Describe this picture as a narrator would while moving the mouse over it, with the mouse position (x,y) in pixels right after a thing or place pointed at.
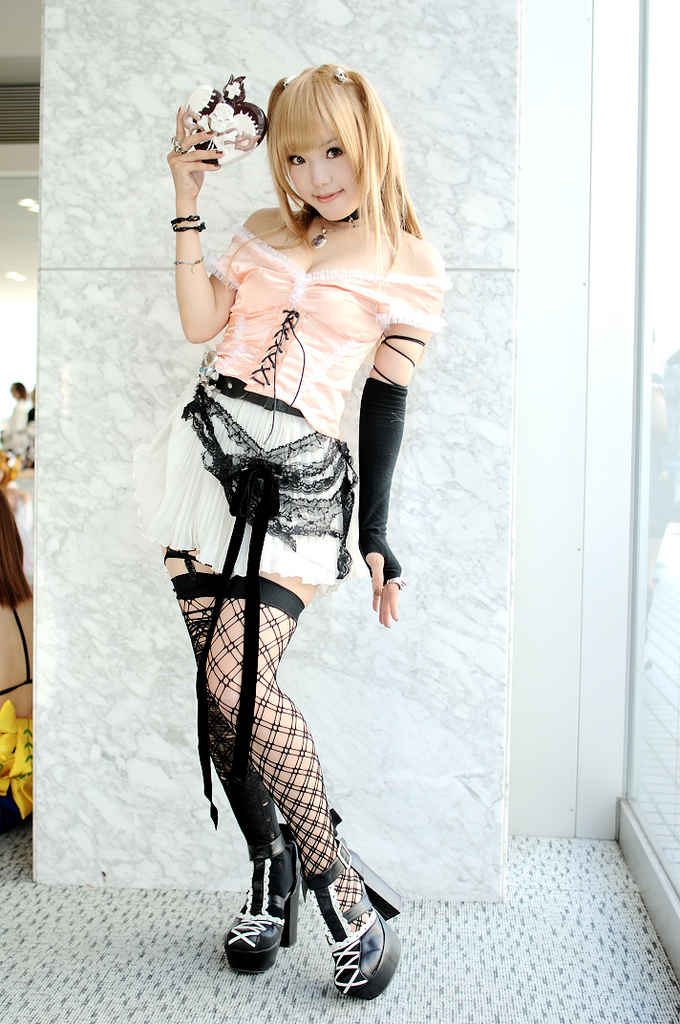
In this image, we can see a person (397,341) wearing clothes (305,430) and standing in front of the wall (394,735). This person (277,561) is holding some object (219,113) with her hand (184,173).
